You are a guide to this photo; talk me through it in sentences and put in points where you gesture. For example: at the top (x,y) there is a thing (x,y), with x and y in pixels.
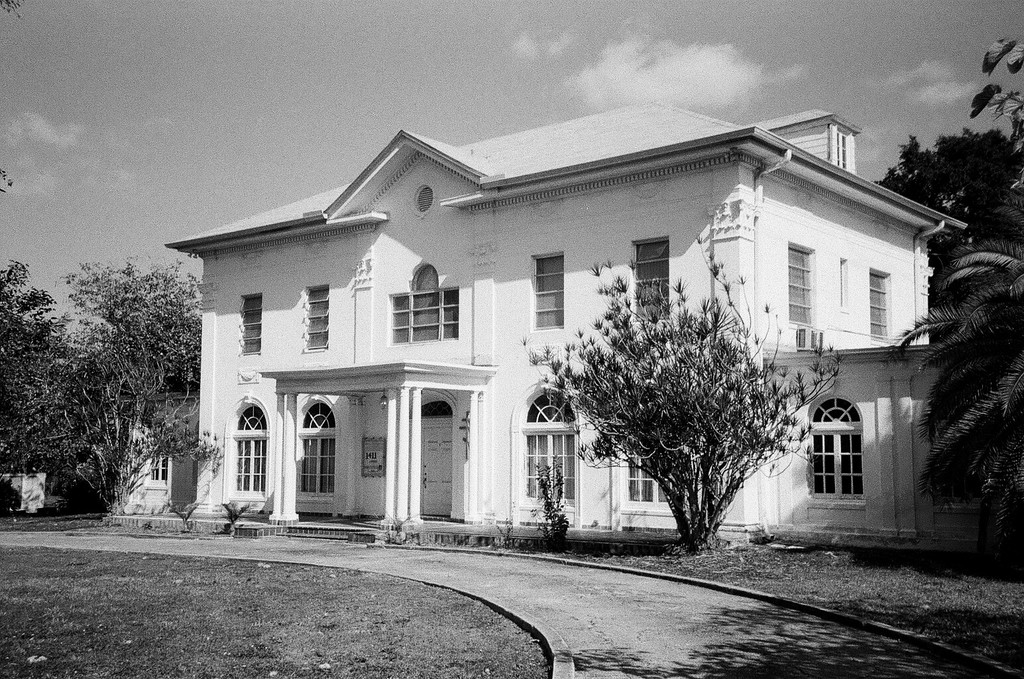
In this image I can see building (407,212), at left (156,327) and right I can see few trees (179,324), at top (489,54) I can see sky (446,35) and the image is in black and white.
